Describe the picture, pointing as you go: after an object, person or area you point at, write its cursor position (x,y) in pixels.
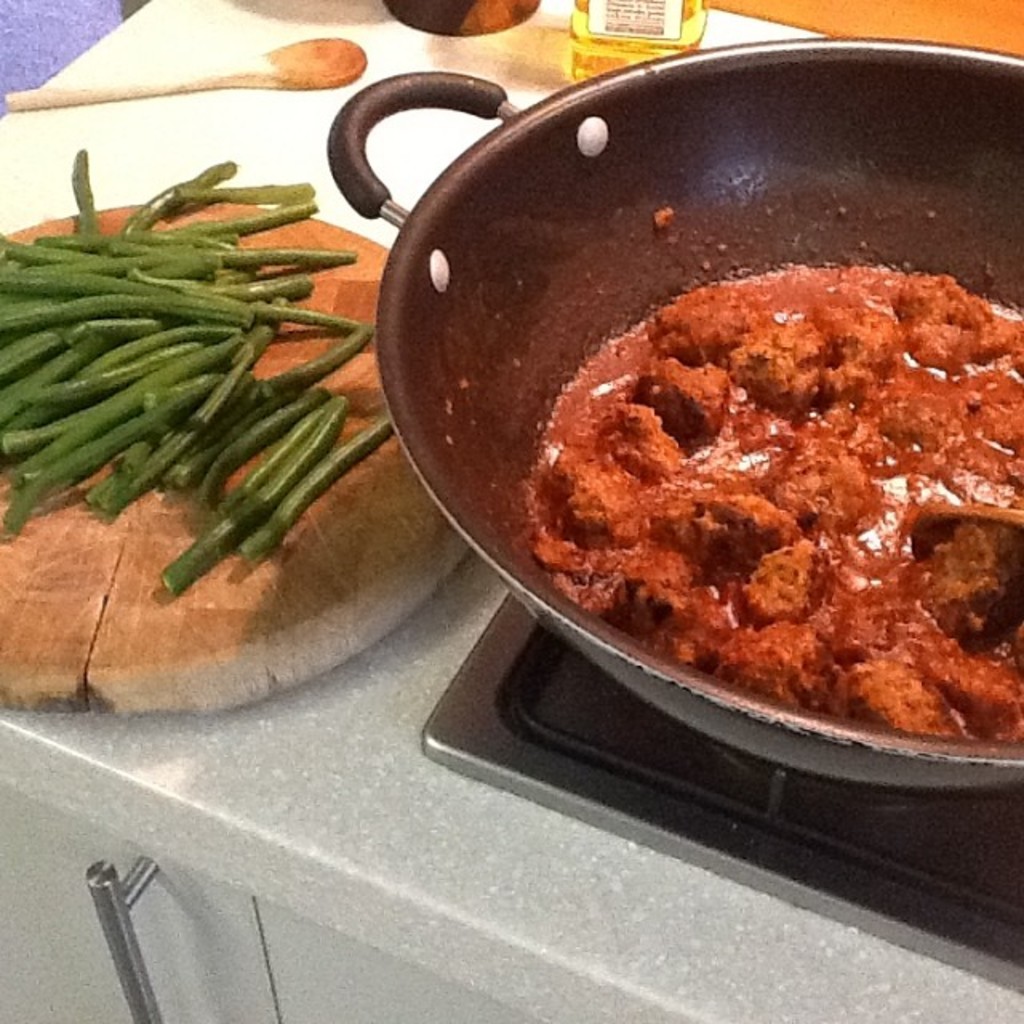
In this image we can see countertop (473,877), stove (557,757) and a food item (695,481) in a dish (545,248). On the left side of the image (140,328), we can see green beans (265,336) on the wooden object (256,584). At the top of the image (283,76), we can see a spoon (283,76) and some objects (502,12).
